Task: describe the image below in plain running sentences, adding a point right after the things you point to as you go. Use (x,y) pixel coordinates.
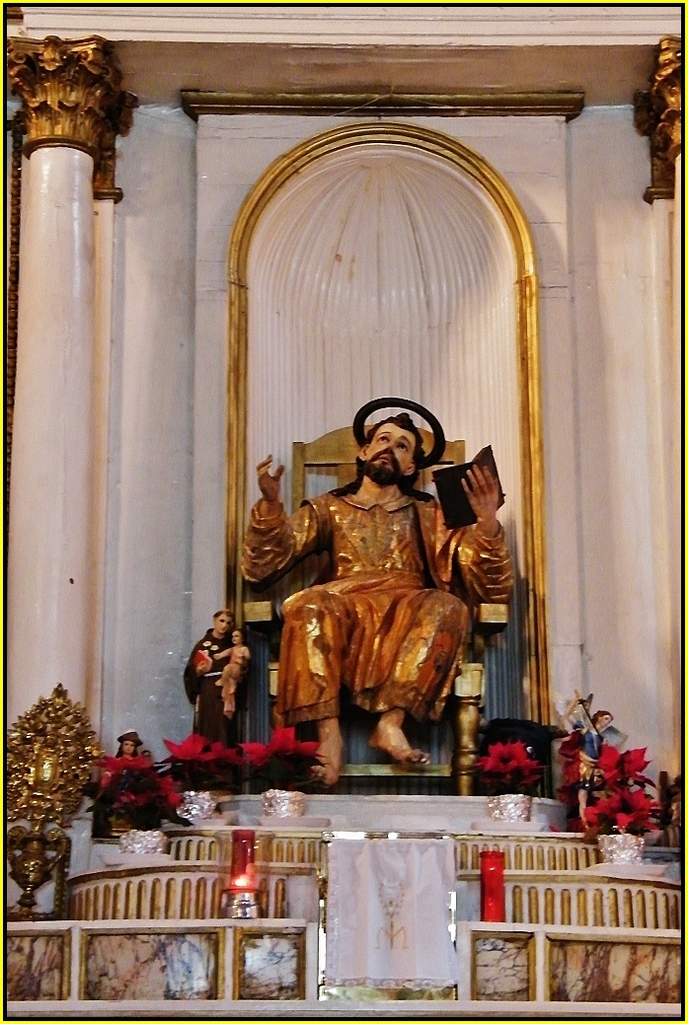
In this picture we can see sculptures (292,636), flower pots (631,782), small white curtain (395,858), pillars (40,310) and a candle chimney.
